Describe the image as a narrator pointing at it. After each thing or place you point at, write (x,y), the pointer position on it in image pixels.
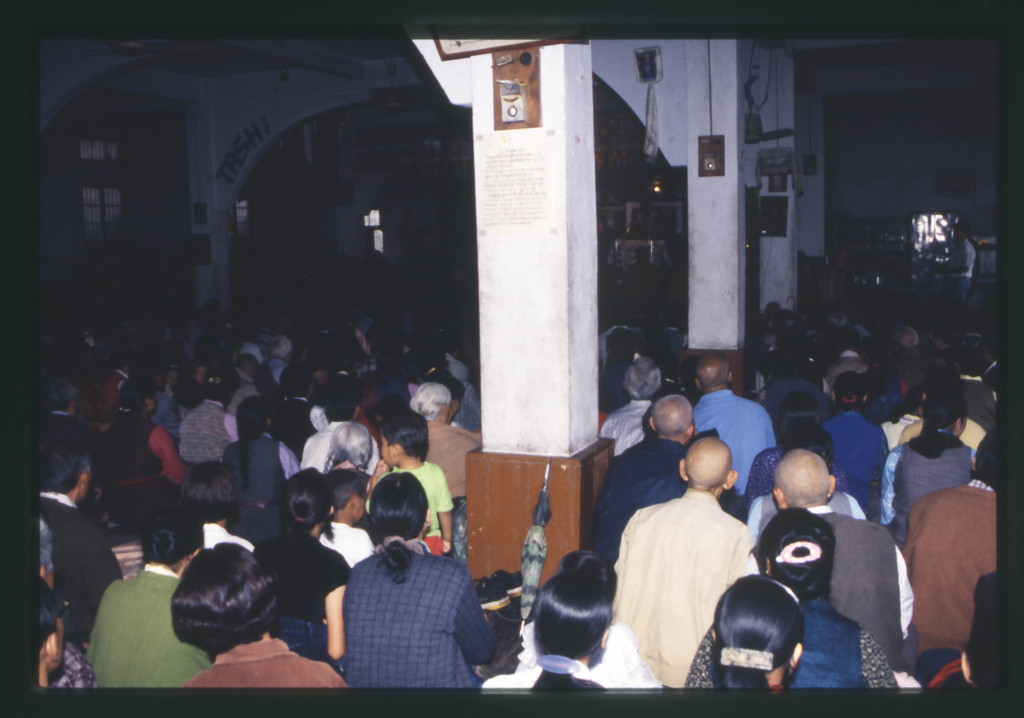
In this picture, we see many people (450,567). They might be sitting on the floor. In the middle of the picture (525,358), we see the pillars (721,231) in white color and we see some posters (547,208) are posted on the pillars (553,142). In the background (444,201), we see the wall (335,212) and the windows (919,227). The man (960,257) on the right side (976,250) is standing. Behind him, we see the window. This picture is clicked in the dark. It might be a photo frame (1013,307).
